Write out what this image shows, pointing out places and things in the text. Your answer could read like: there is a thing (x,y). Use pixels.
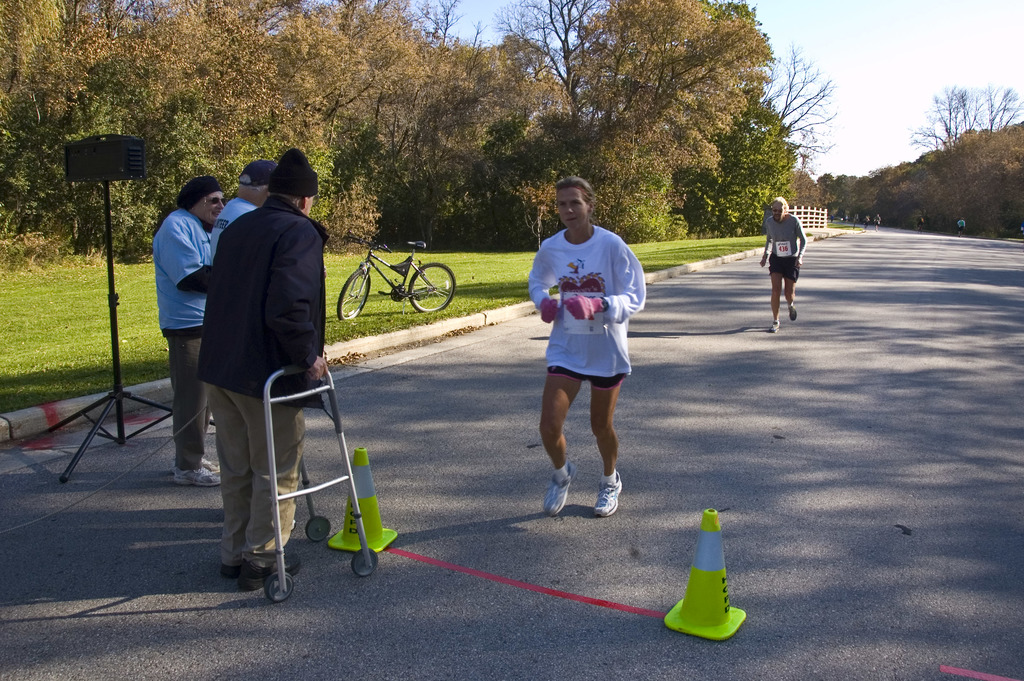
This picture describes about group of people (286,345), few are running and few are standing, in front of them we can find few road divider cones (707,595) and a stand (117,441), in the background (414,257) we can see a bicycle (413,277) on the grass (470,257), and also we can see trees (468,143).
